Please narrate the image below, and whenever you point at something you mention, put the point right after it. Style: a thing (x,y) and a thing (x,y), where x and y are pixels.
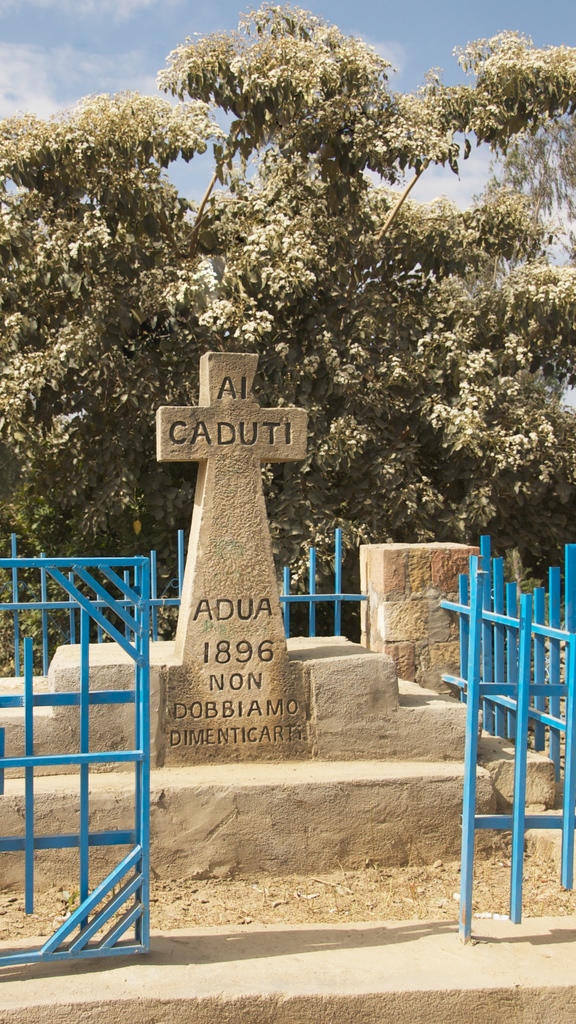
In the picture we can see a grave stone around it, we can see a railing (464,612) which is blue in color with a gate (31,684) and behind the grave (370,780), we can see trees (63,416) and behind it we can see a sky (28,88) with clouds (28,88).
